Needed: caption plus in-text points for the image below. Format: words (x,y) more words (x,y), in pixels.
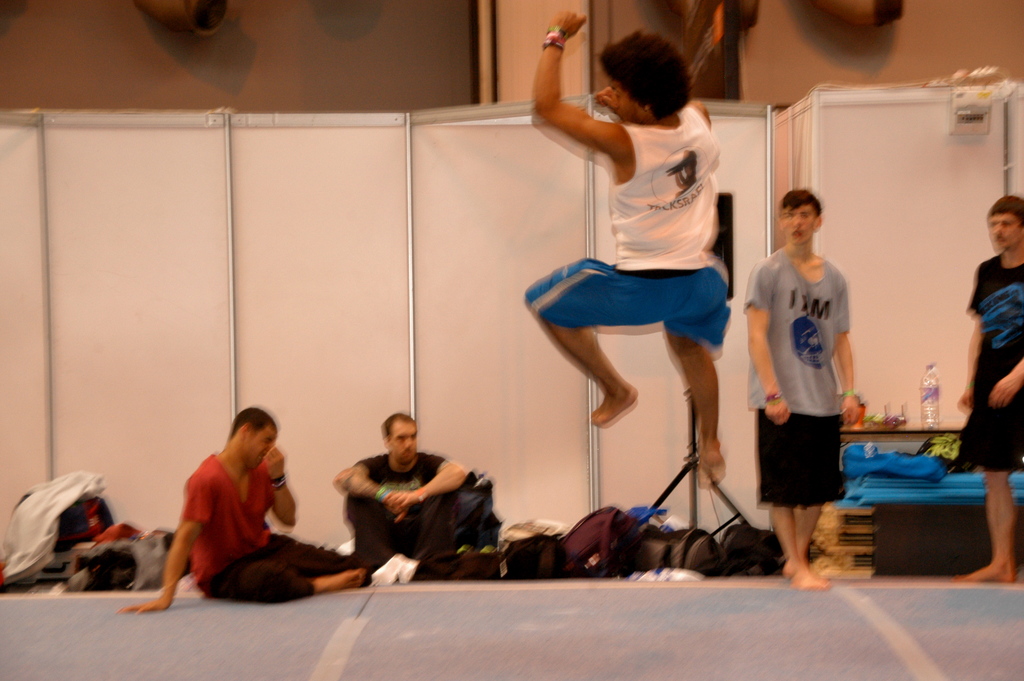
In this image I can see people (214,557) where few are sitting and few are standing, I can see most of them are wearing t shirts (214,459) and I can also see few bags (632,550), few clothes (44,530), a speaker (729,197), a bottle (928,422) and few blue colour things (906,495) over here.
